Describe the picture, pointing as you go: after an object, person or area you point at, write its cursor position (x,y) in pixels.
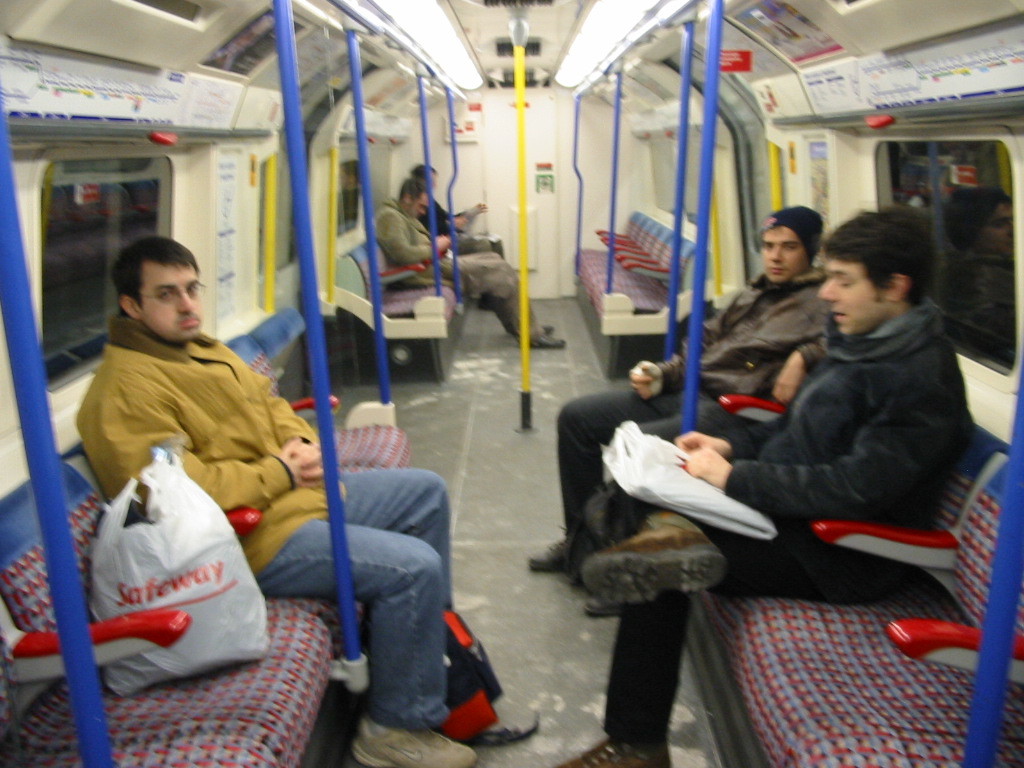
This image consists of few persons (407,514) sitting in a train (447,344). In the middle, there are poles (683,162) in blue and yellow colors. On the left (103,301) and right, there are windows (966,176) and seats (249,747). At the top (224,17), there is a roof (212,23). At the bottom (532,624), there is a floor (526,609).
